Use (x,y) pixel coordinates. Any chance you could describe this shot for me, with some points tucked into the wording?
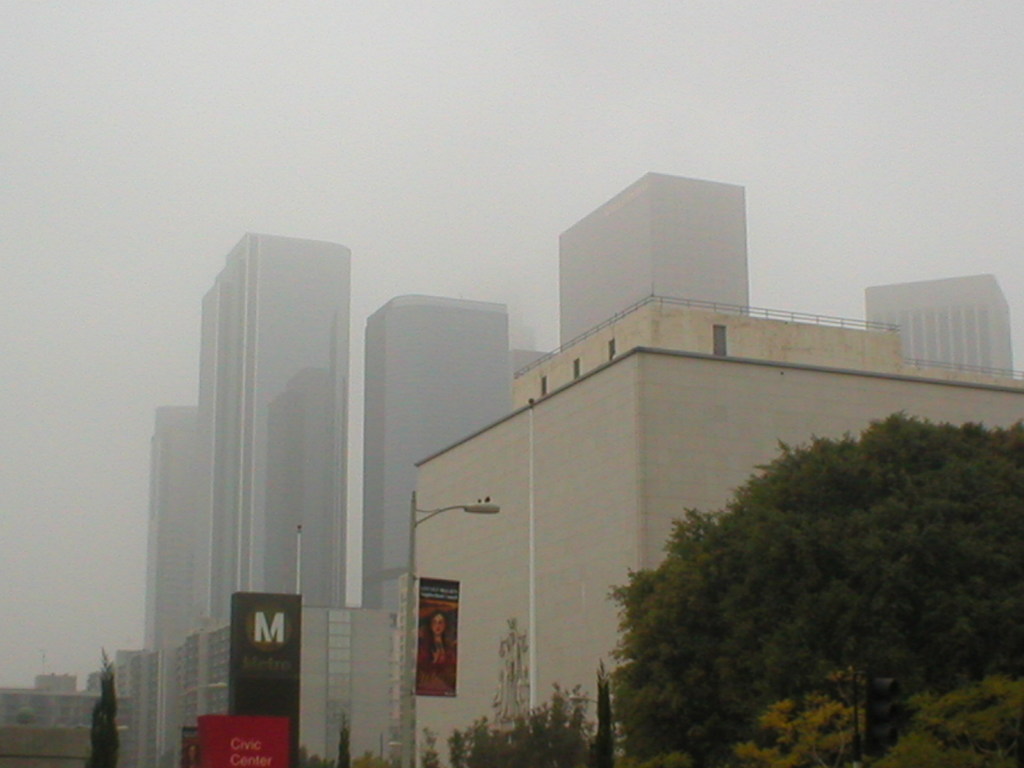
In the foreground of the image (253,753) we can see a light pole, some sign boards (437,672) with picture (437,672) and some text (250,747). On the right side of the image (879,718) we can see traffic lights (888,723) and group of trees (827,763). In the center of the image (611,462) we can see a group of buildings (636,452). At the top of the image (760,118) we can see the sky (324,85).
